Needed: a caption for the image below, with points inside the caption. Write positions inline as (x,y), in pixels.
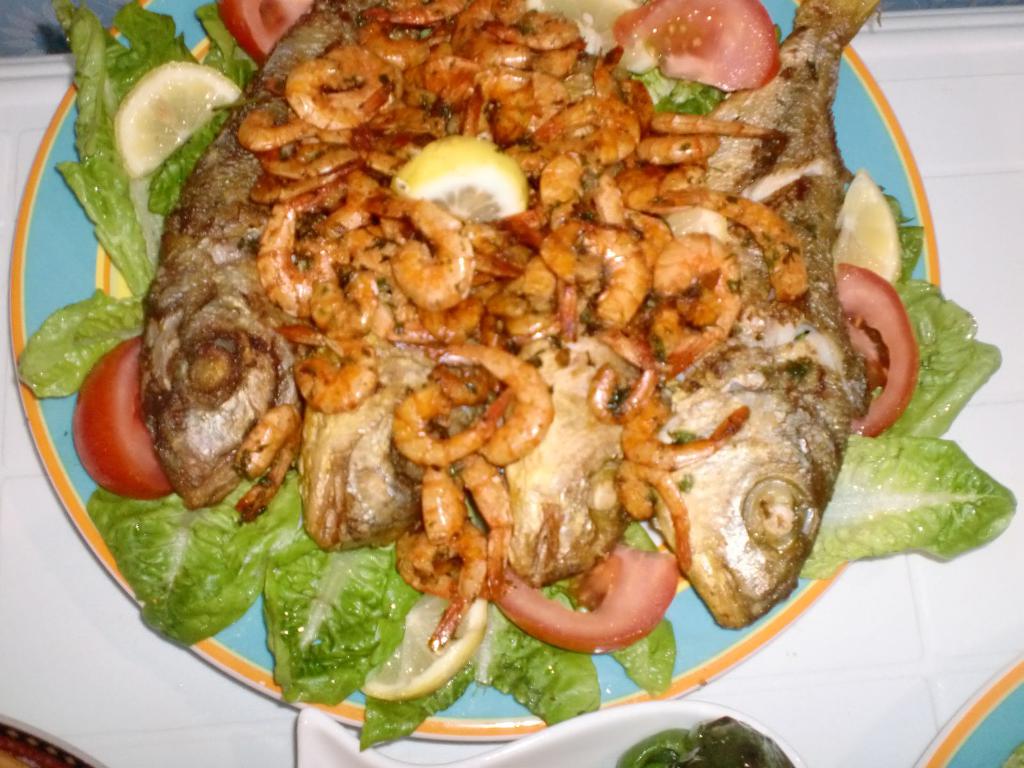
This is the picture of a plate (40,266) in which there are some fishes (745,375), prawns (551,324) and some other things (107,63) on it.
